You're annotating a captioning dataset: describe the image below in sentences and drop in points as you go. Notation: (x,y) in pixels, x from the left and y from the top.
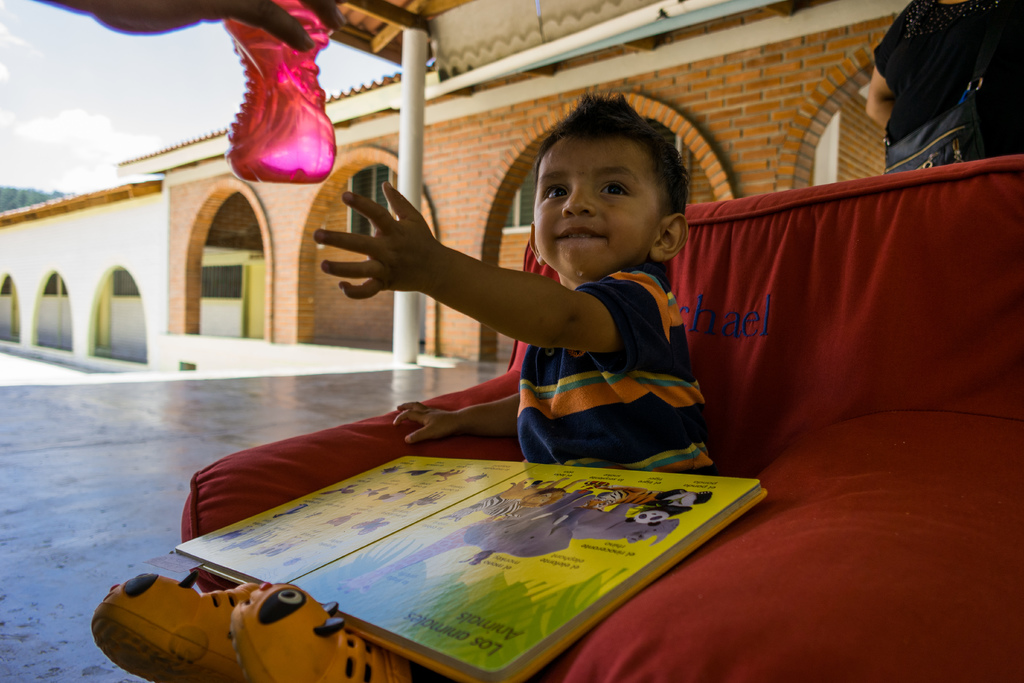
In this image I can see the child (676,386) sitting on the red color couch (889,531) and there is a book (527,559) on the child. To the left (251,19) I can see one more person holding the pink color object (282,147). To the right (922,47) I can see one more person (920,126) with the bag (906,152). These people (925,63) are inside the building (231,183). In the background (36,171) I can see the trees (24,199) and the sky (60,172).
